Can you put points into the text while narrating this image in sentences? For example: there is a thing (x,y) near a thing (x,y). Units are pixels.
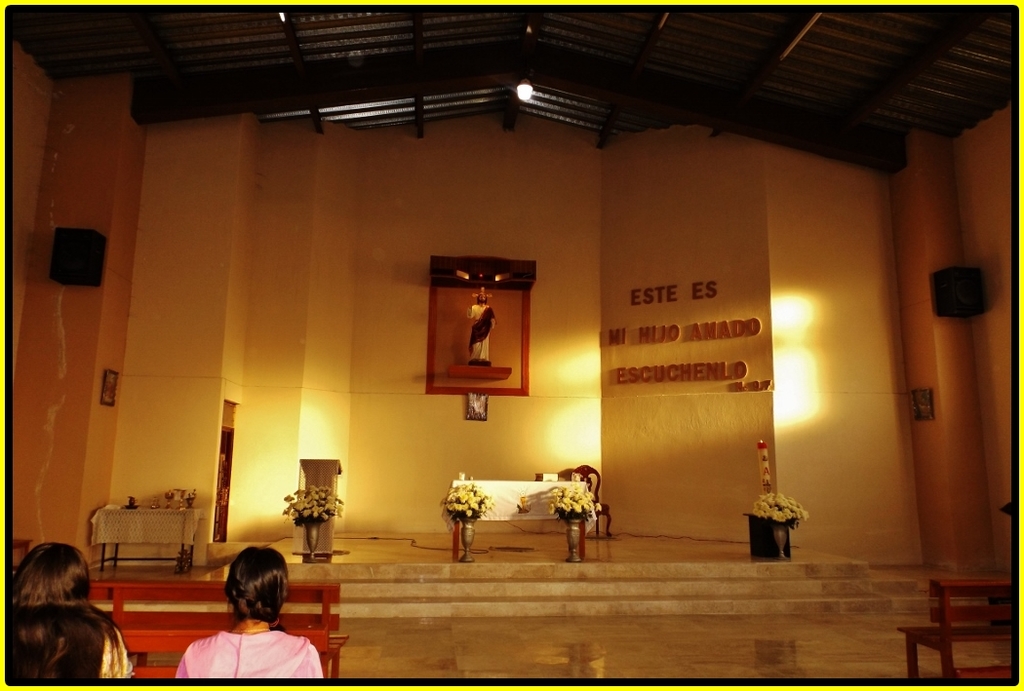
This is a photo. In the center of the image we can see a table (524,496), podium (335,465), flower pots (564,516), chair (596,496). On the table (557,500) we can see a cloth (536,494), book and some other objects (575,476). On the left side of the image (150,479) we can see the wall (118,411), photo frame (107,386), speaker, table (178,521). On the table (183,512) we can see some objects (128,505). At the bottom of the image (171,632) we can see the benches (179,647) and some people (191,665) are sitting on the benches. In the background of the image (267,476) we can see the wall (581,338), sculpture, speaker (935,277), text (686,377), lights (811,380), photo frame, stairs (561,604), floor (483,668). At the top of the image (514,94) we can see the roof (357,34) and rods (961,28).
